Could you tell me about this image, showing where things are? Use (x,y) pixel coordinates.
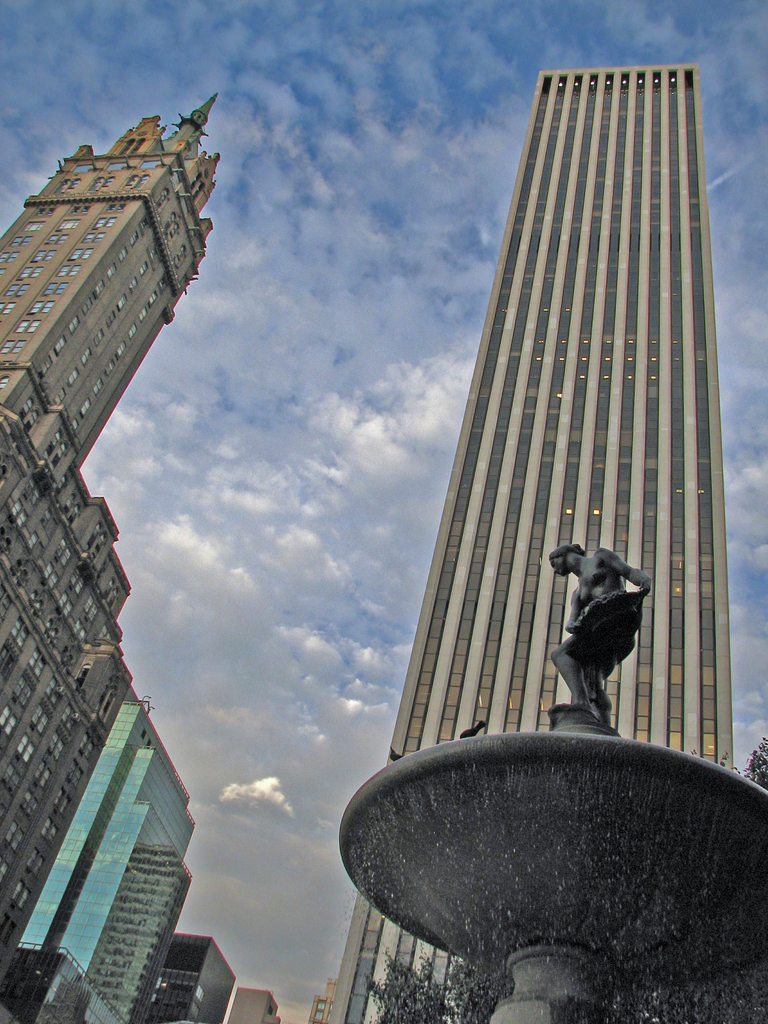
In this image, on the right side (555,867), we can see a statue (609,705) and a water fountain (599,805), there are some buildings (538,338) and we can see the sky (363,119).
